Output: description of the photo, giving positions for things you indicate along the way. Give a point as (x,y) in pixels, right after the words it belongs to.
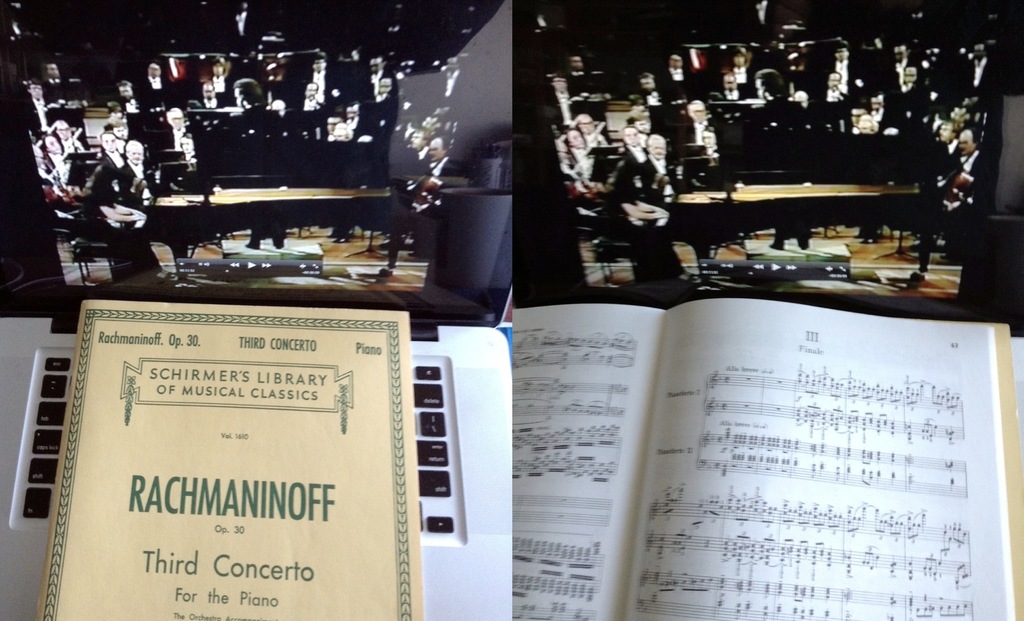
This is collage image. In this image there are books (581,346). There are people (868,132).
